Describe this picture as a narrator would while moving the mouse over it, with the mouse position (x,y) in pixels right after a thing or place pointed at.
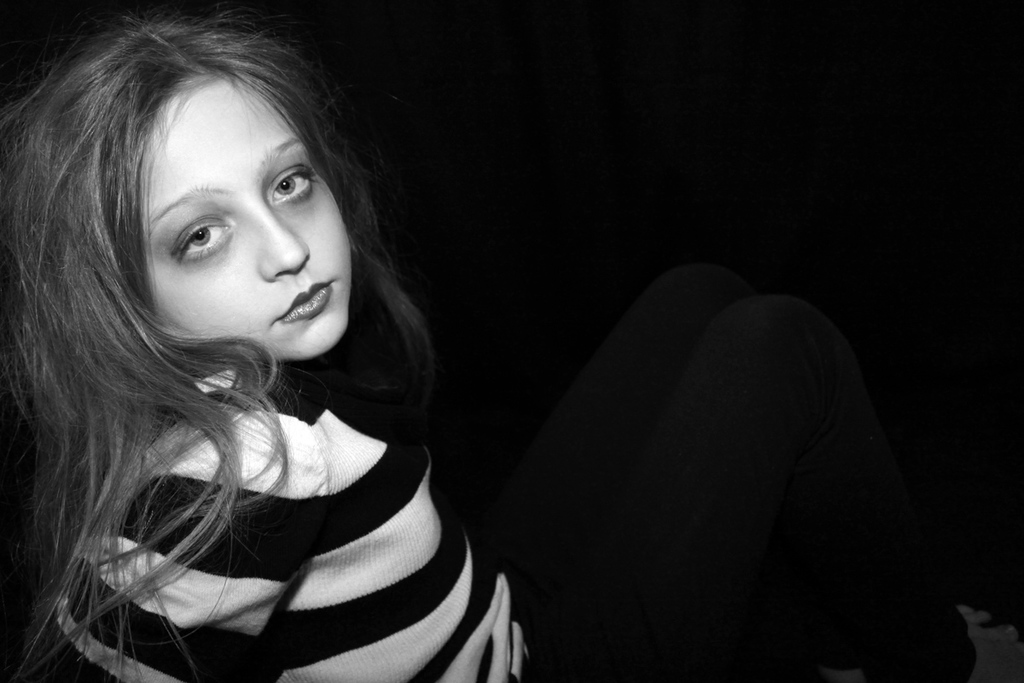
The picture consists of a girl (547,561). The girl (506,497) is wearing a black and white striped t-shirt (360,512). The background (708,82) is black.
